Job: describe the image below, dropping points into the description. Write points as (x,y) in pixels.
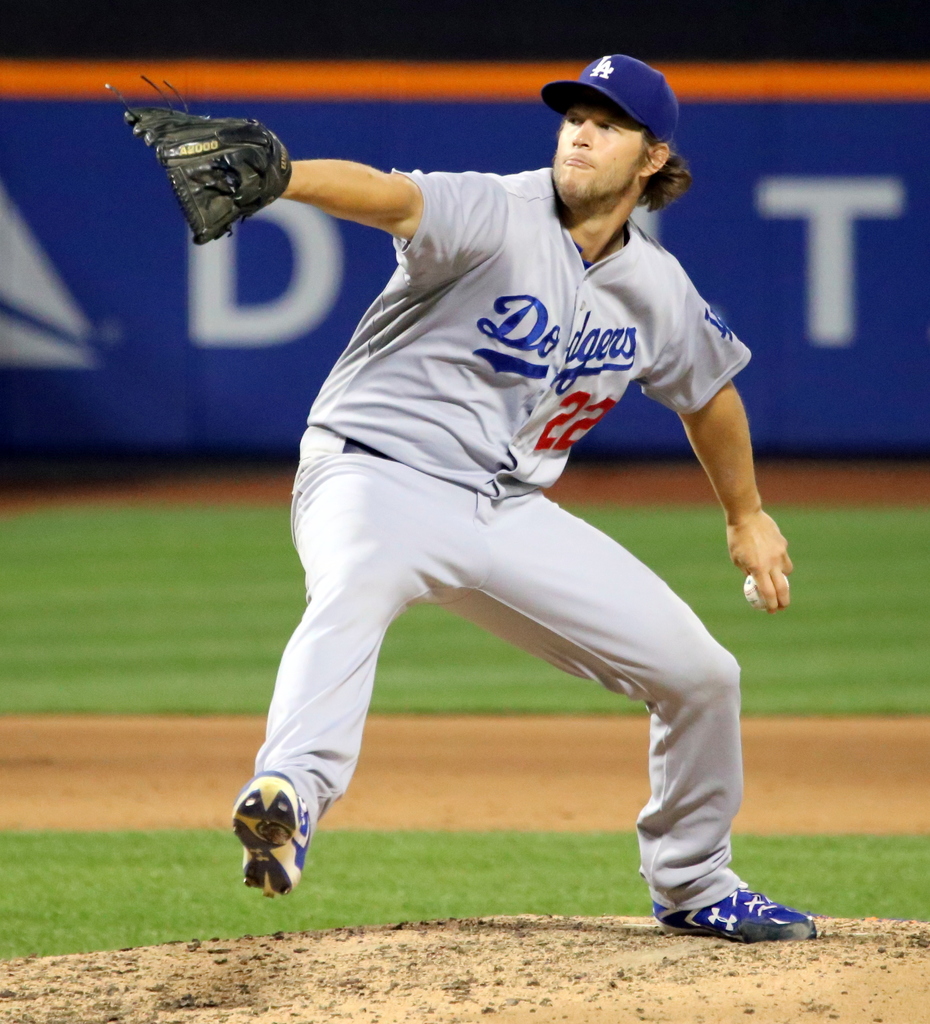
Here in this picture we can see a person (500,421) standing in a ground (406,673) and we can see gloves (218,171) and cap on him and he is trying to throw the ball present in his hand (760,590) and we can see some part of ground (145,575) is covered with grass (878,573) over there.
